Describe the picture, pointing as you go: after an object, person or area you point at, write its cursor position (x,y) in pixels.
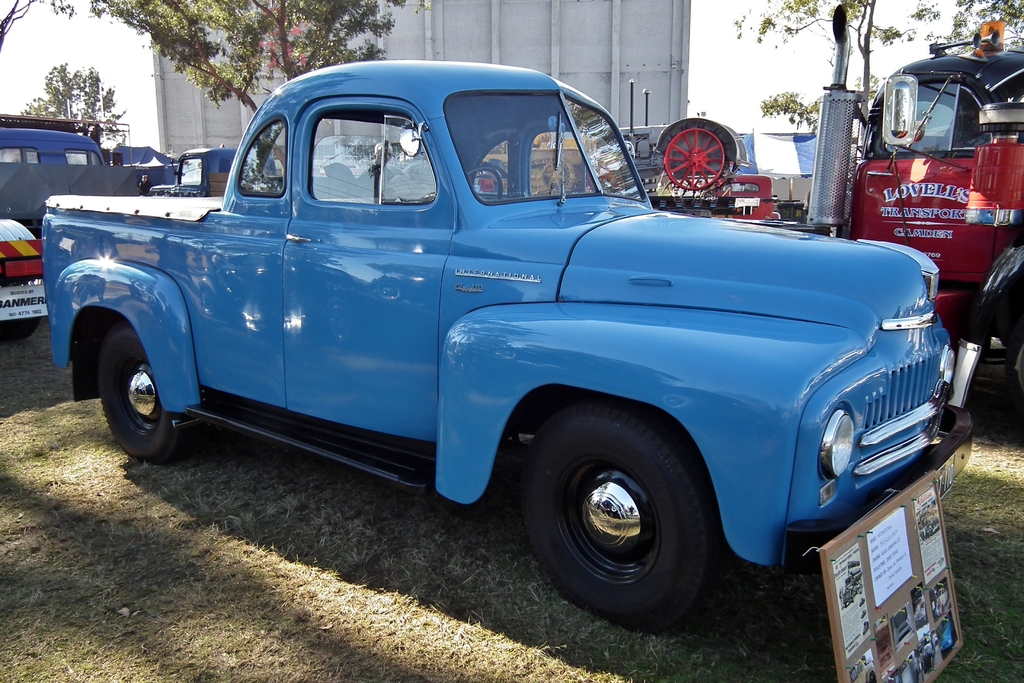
In this image I can see vehicles (522,285) on the grass (511,636), there is a board (858,624) on the right (940,616). There are trees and a wall (629,17) at the back (616,58). There is sky (698,41) at the top (712,62).
